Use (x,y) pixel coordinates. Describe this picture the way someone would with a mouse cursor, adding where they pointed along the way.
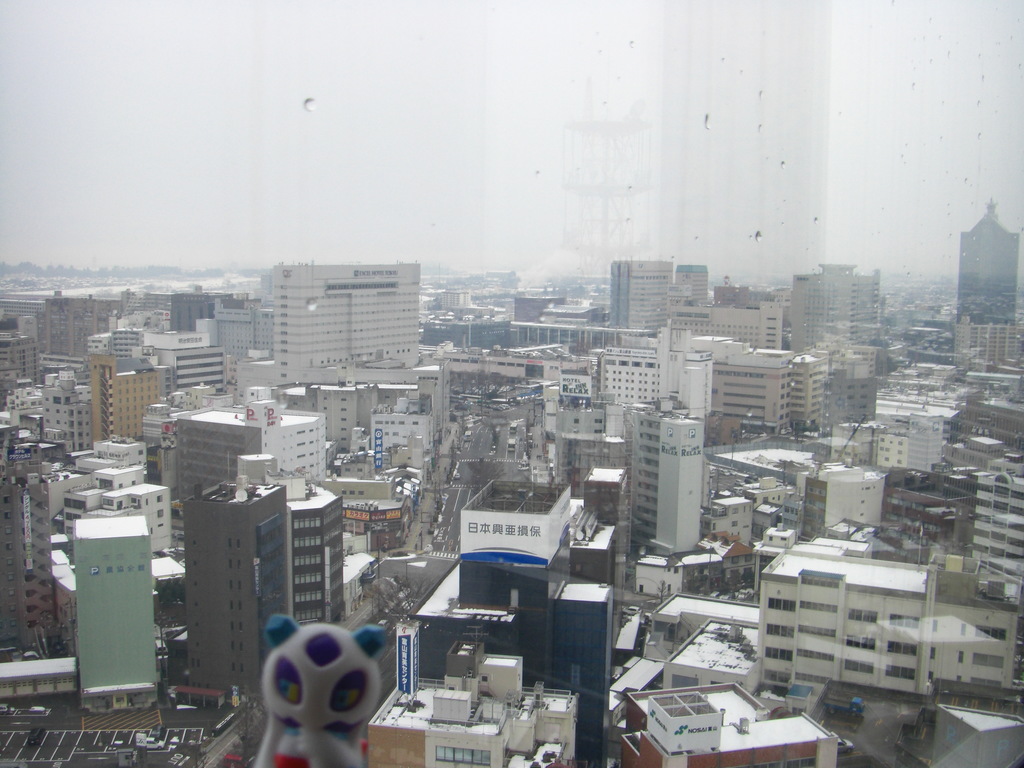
There are many buildings (617,497) and there is a road (449,547) at the center (462,463).
